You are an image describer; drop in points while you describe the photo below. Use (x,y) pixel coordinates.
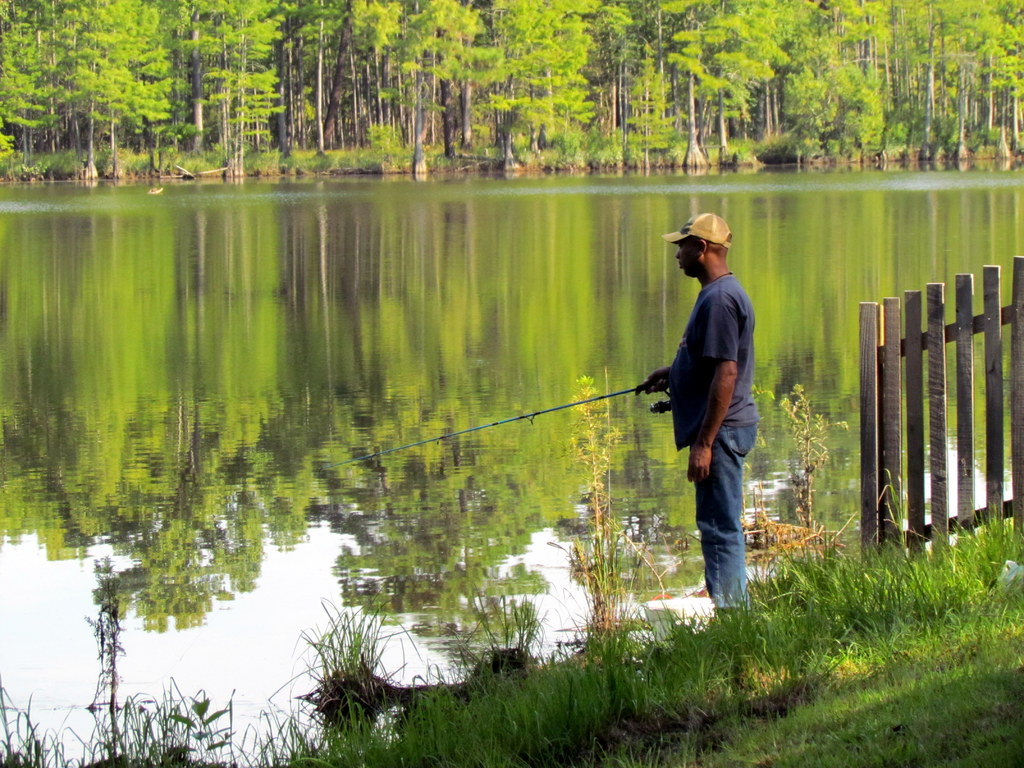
In this image we can see a person (729,515) standing and holding an object (367,455). Behind the person (721,531) we can see the water (661,287) and a group of trees (262,136). On the water (311,395) we can see the reflection (632,379) of trees (147,594) and the sky (246,654). In the foreground (914,562) we have grass (920,599) and a wooden fence (896,443).
